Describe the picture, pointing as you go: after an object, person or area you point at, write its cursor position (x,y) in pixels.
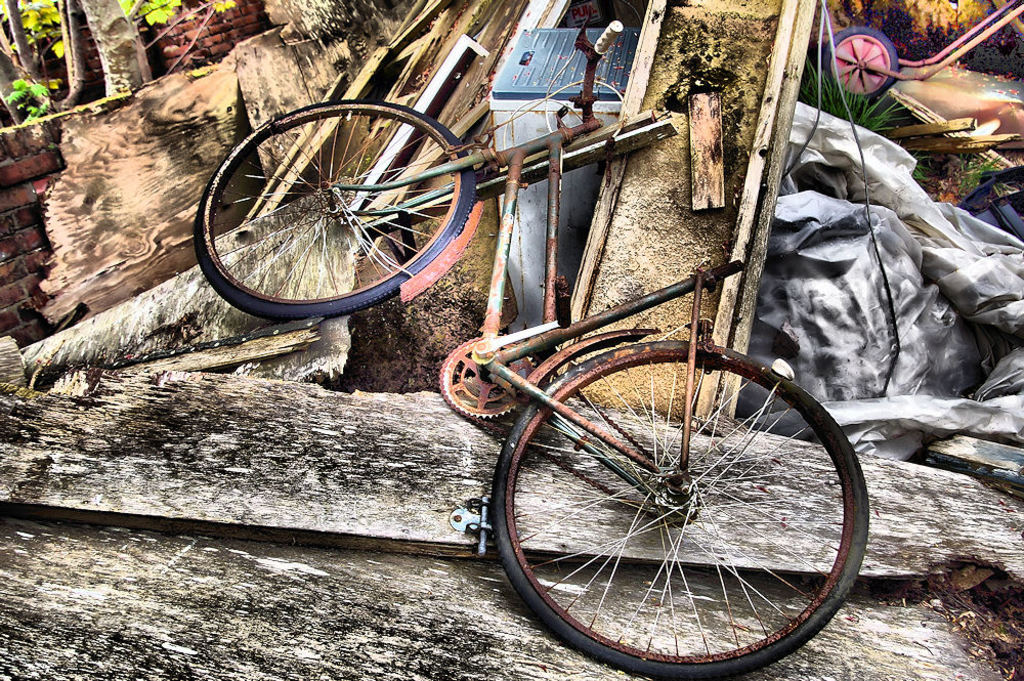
In this picture I can see a bicycle (539,596), grass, leaves (147,9), tree trunks (105,4) and some other objects (272,410).
